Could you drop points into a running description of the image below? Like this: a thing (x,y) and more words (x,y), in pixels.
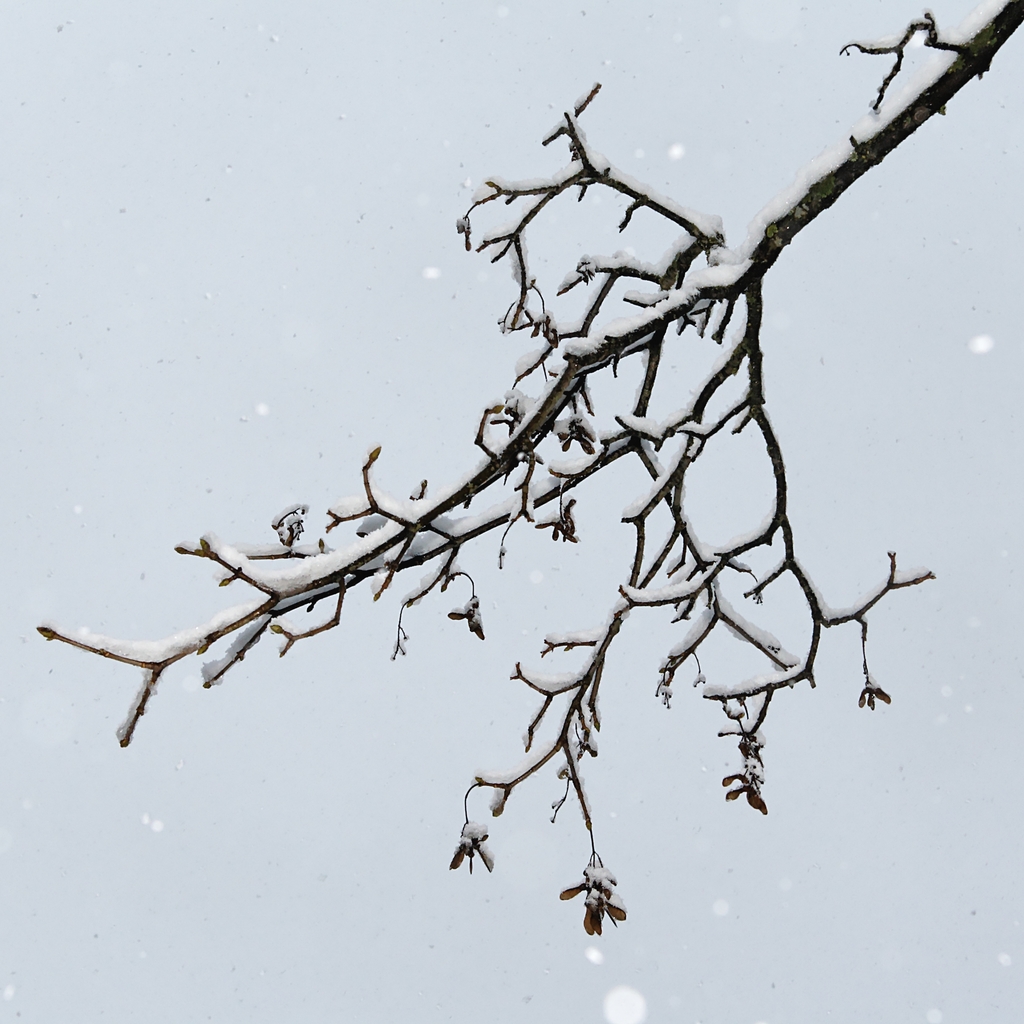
In this image we can see a small branch (1012,18) of a tree (972,26) which is covered with snow (604,899) and the background (714,173) is white.
